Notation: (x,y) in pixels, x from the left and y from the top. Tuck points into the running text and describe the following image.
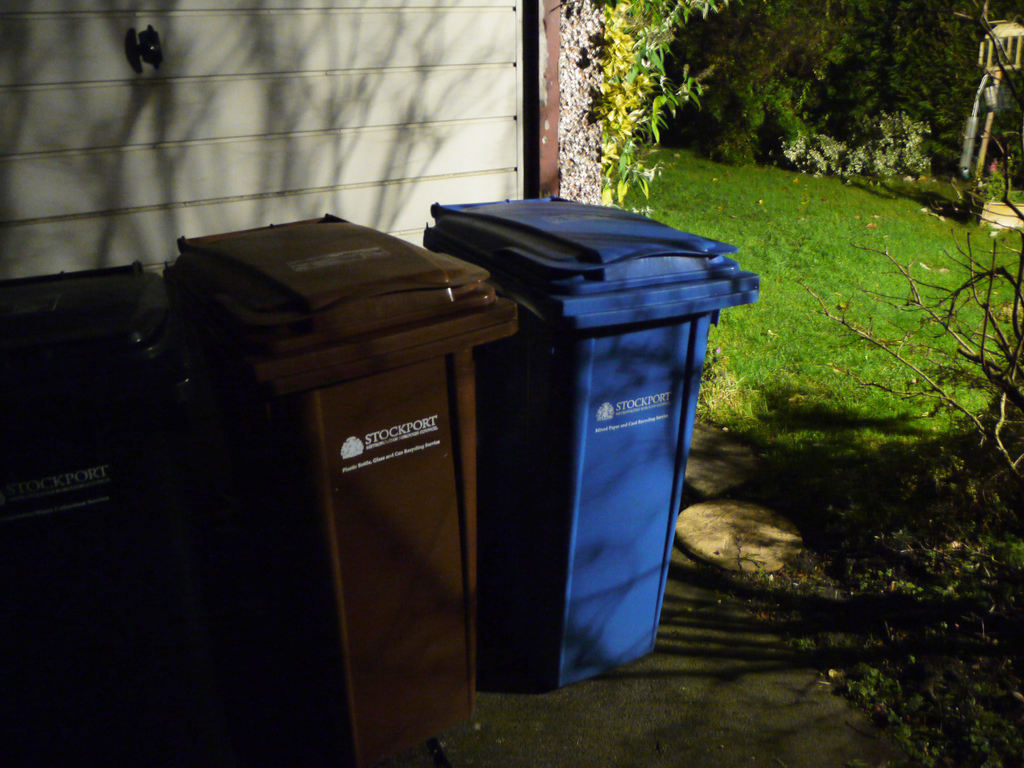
In this image in the center (605,447) there are some dustbins (329,438), and in the background (341,134) there is wall (578,90), plants (763,80), grass (929,409) and some flowers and some objects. At the bottom (675,669) there is walkway (671,696).
